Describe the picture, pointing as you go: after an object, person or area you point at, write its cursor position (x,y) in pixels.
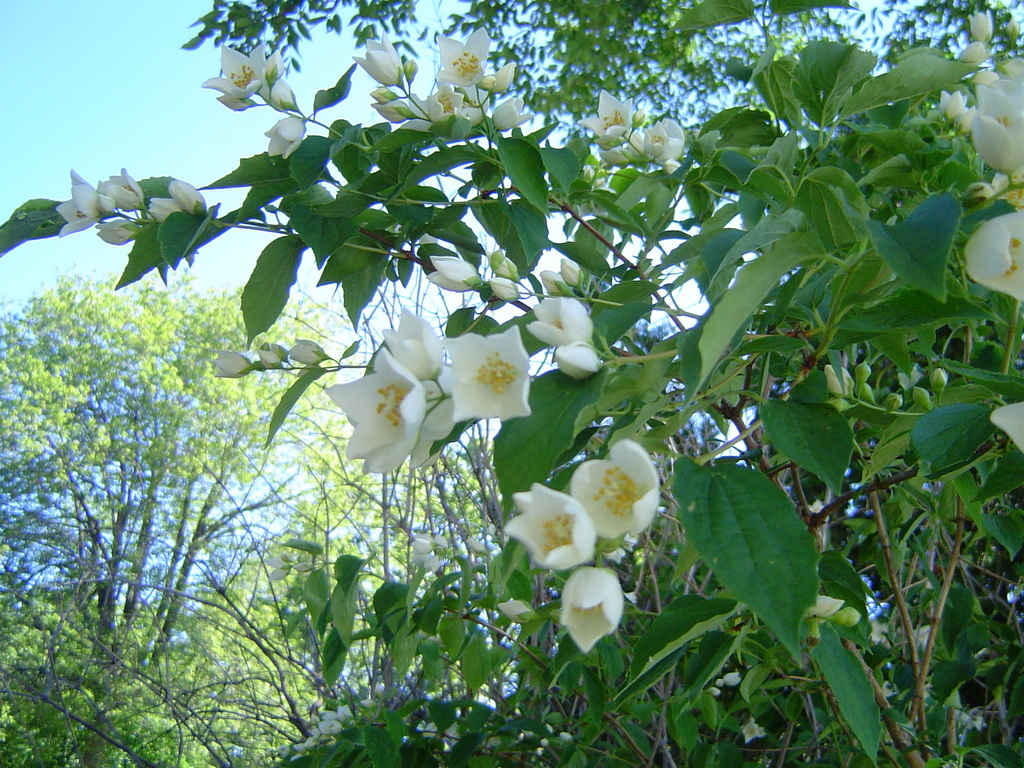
In this picture there are white colored flowers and buds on the plant (833,140). At the back (57,534) there are trees (77,441). At the top (539,13) there is sky (121,123).
